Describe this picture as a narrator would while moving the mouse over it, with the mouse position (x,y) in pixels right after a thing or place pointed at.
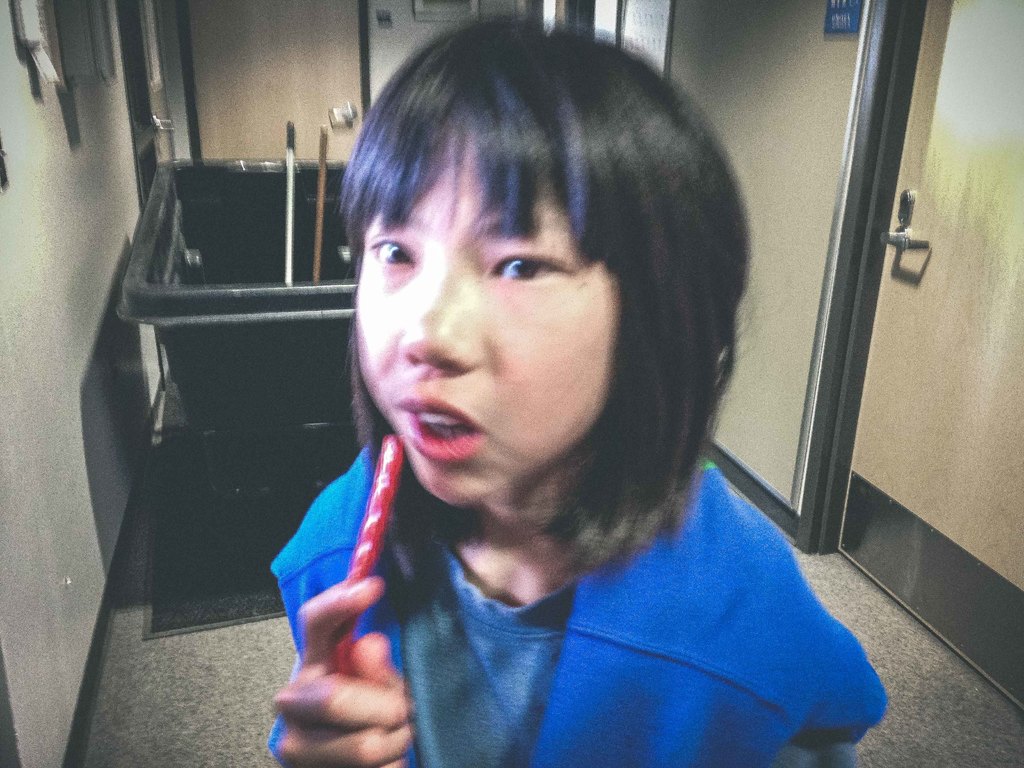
There is a girl (638,231) in blue color t-shirt (721,649), holding an object (363,534) and standing on the floor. In the background (203,399), there is a trolley (251,161). In the trolley (268,165), there are two sticks (321,193), there is door (961,295), wall (57,163) and other objects (71,8).
